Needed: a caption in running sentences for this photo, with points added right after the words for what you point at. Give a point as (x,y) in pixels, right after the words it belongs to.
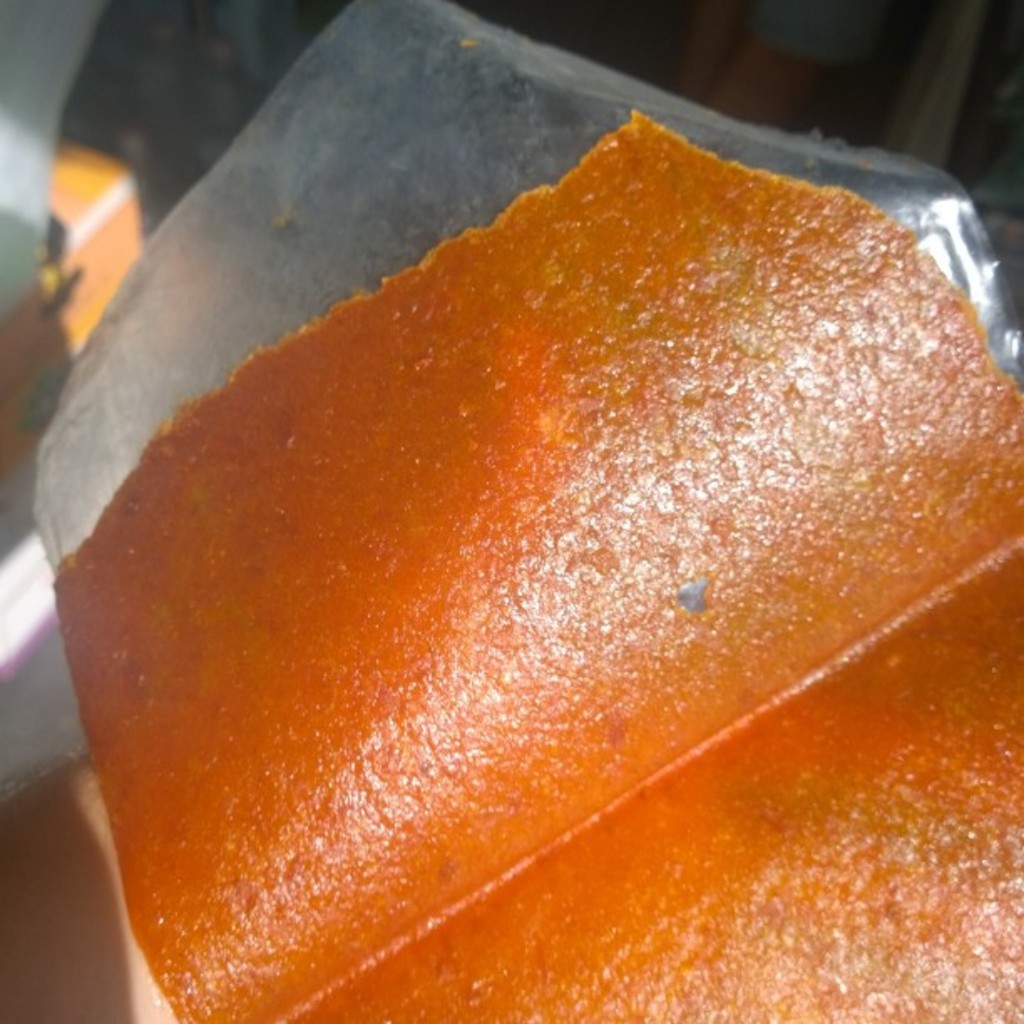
This is orange and silver color object (345,268).
